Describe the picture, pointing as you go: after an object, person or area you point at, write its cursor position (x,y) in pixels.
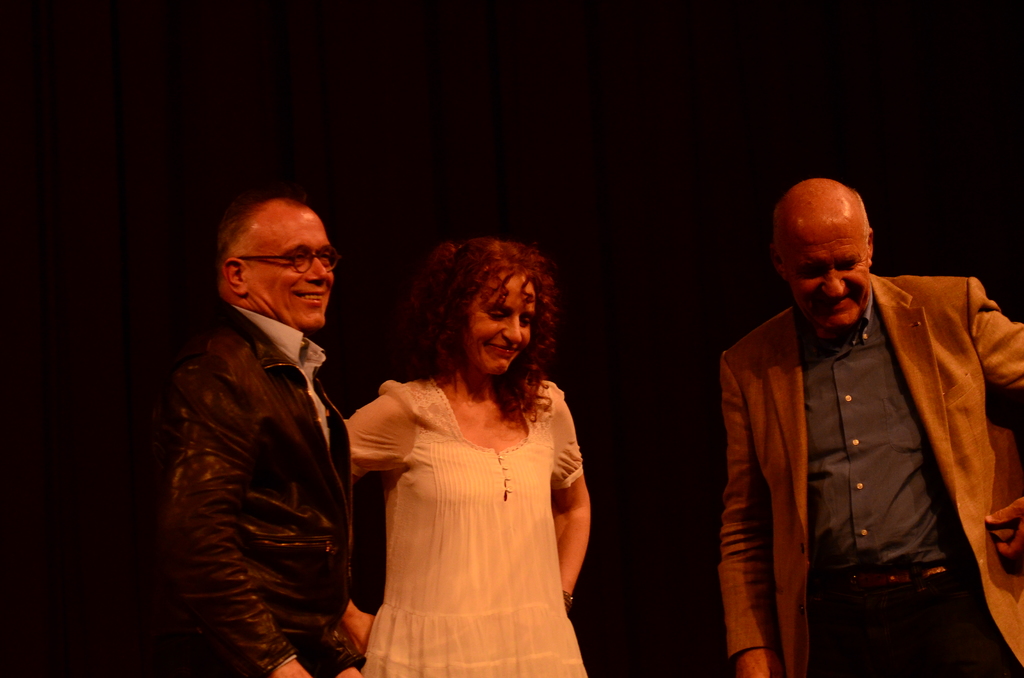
In this image I see 2 men (995,471) and a woman (522,498) who are smiling and I see that all of them are standing and I see that it is dark in the background (652,105).
